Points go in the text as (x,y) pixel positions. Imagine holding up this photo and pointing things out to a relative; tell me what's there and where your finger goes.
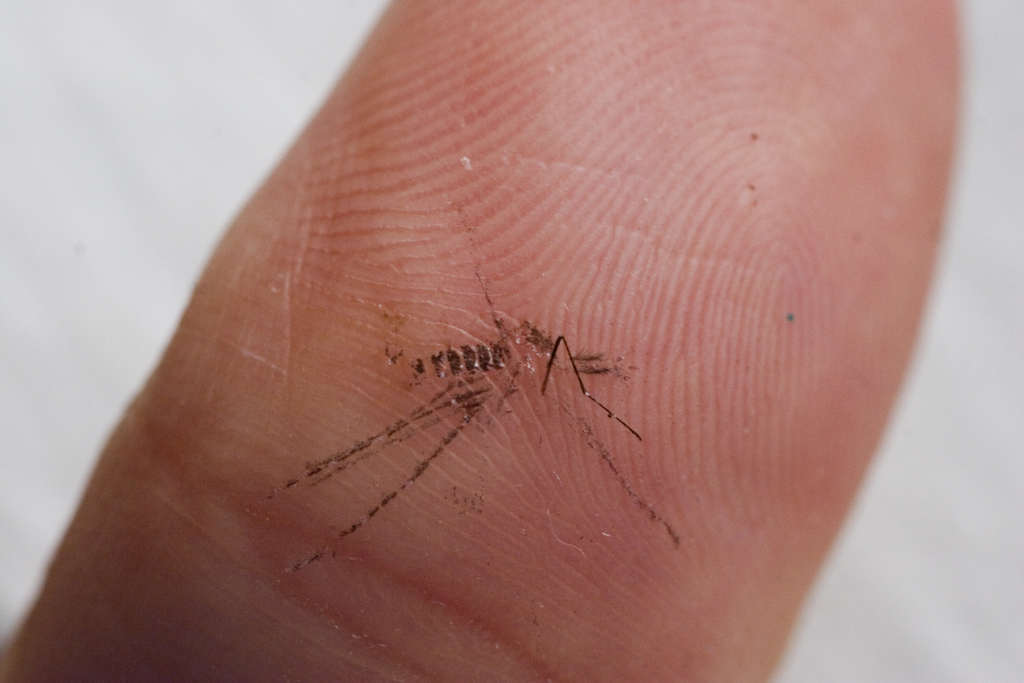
In this image I can see a mosquito (528,368) on person finger (673,295). In the background of the image (116,143) it is in white color.
